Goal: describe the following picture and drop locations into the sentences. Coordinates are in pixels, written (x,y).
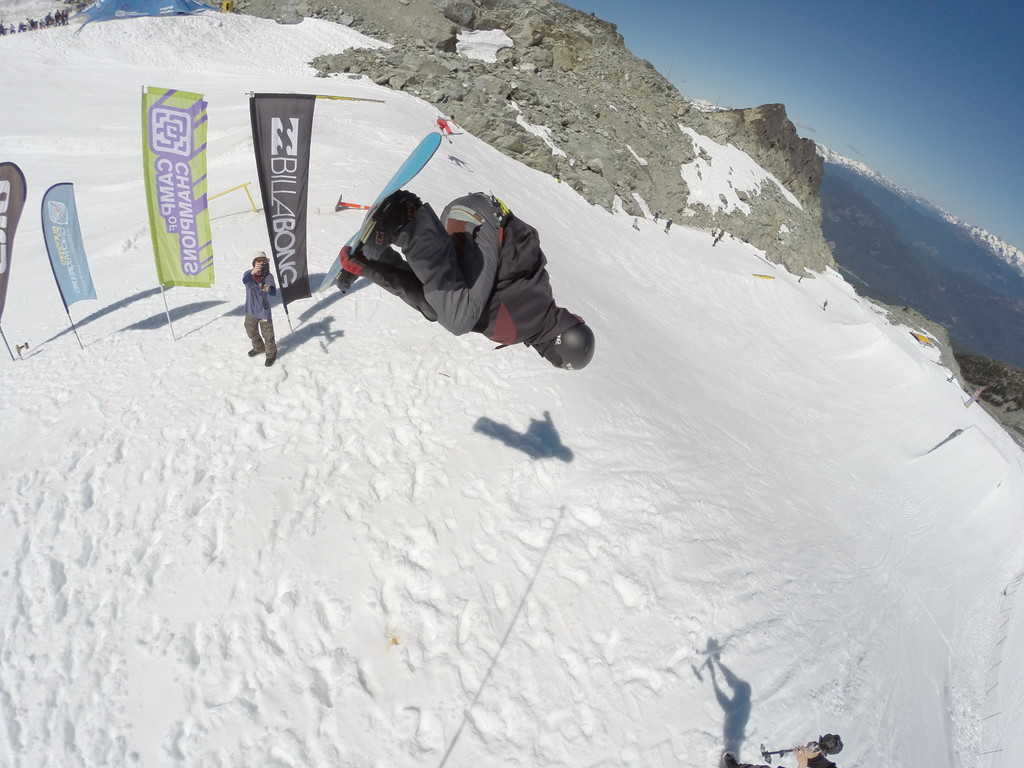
In this image there is one person (418,291) who is skating and he is in air, at the bottom (337,606) there is snow (86,459) and some persons (244,278) standing and also there are some boards (196,168). In the background (789,168) there are some mountains (747,178), and at the top of the image (845,73) there is sky (842,86).
